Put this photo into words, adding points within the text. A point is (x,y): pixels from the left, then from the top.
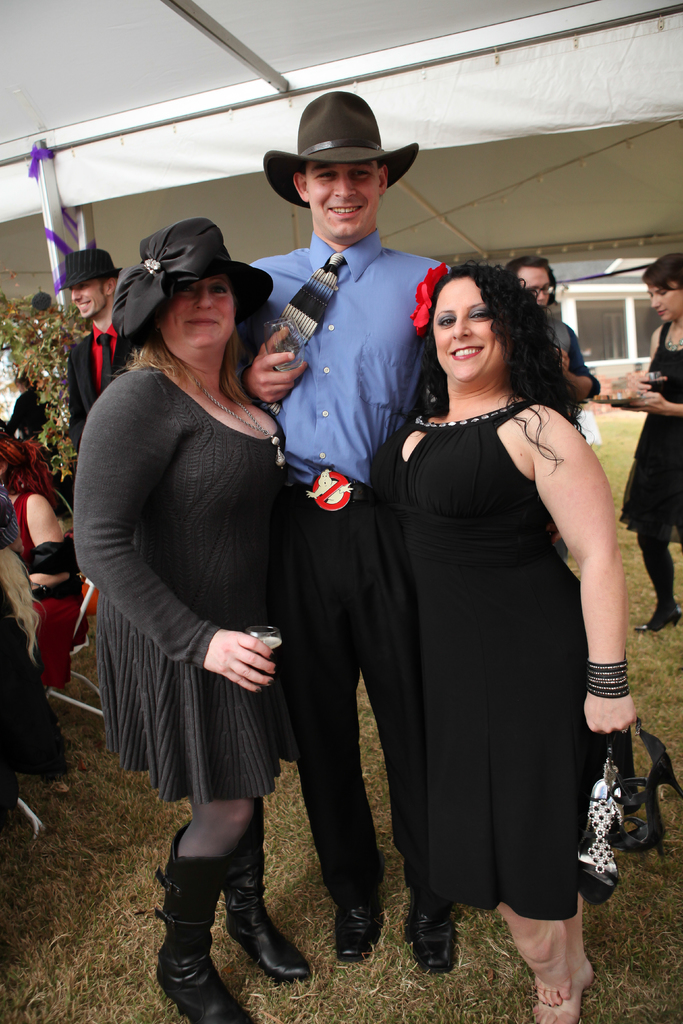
In this picture we can see people (246,846) standing on the grass (464,910) and smiling at someone. Some people (409,685) are wearing hats (174,273). In the background (55,397), we can see trees (50,335) & windows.
